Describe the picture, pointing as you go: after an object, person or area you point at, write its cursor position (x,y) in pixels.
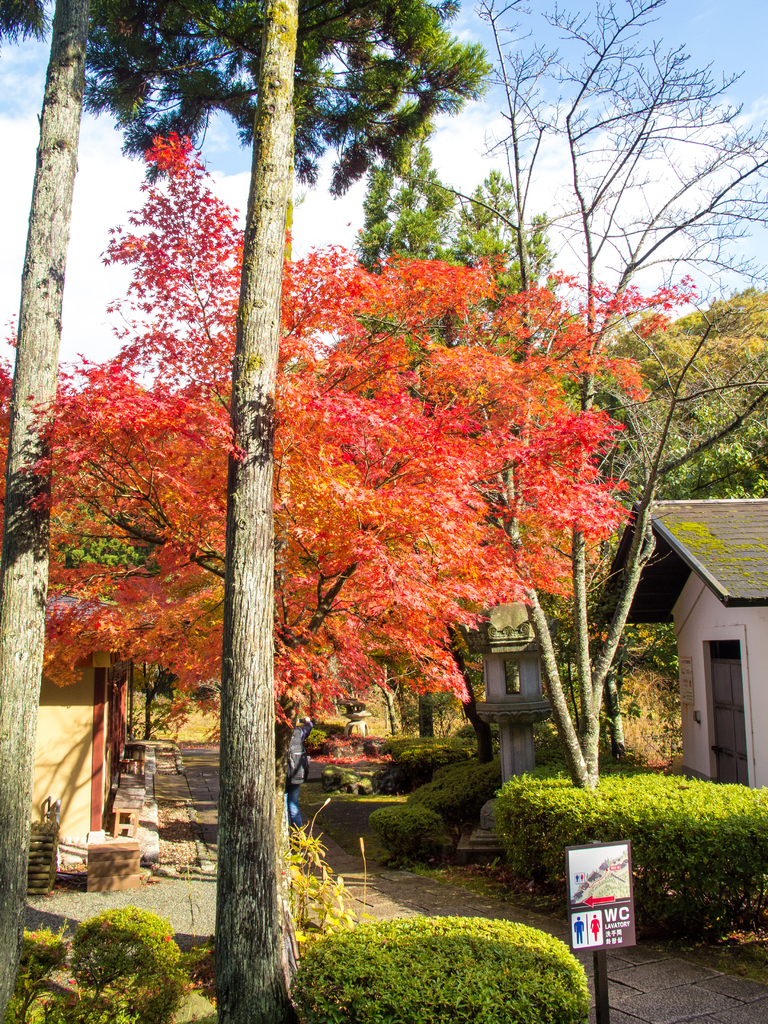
This image is taken outdoors. At the bottom of the image (672,1002) there is a floor (395,881) and there is a ground (179,941) with a few plants (172,948) and trees (203,265) and there is a signboard (586,892). In the background (440,584) there are a few houses (755,523) and there are many trees (385,438). At the top of the image (75,219) there is a sky (631,204) with clouds (2,216).
